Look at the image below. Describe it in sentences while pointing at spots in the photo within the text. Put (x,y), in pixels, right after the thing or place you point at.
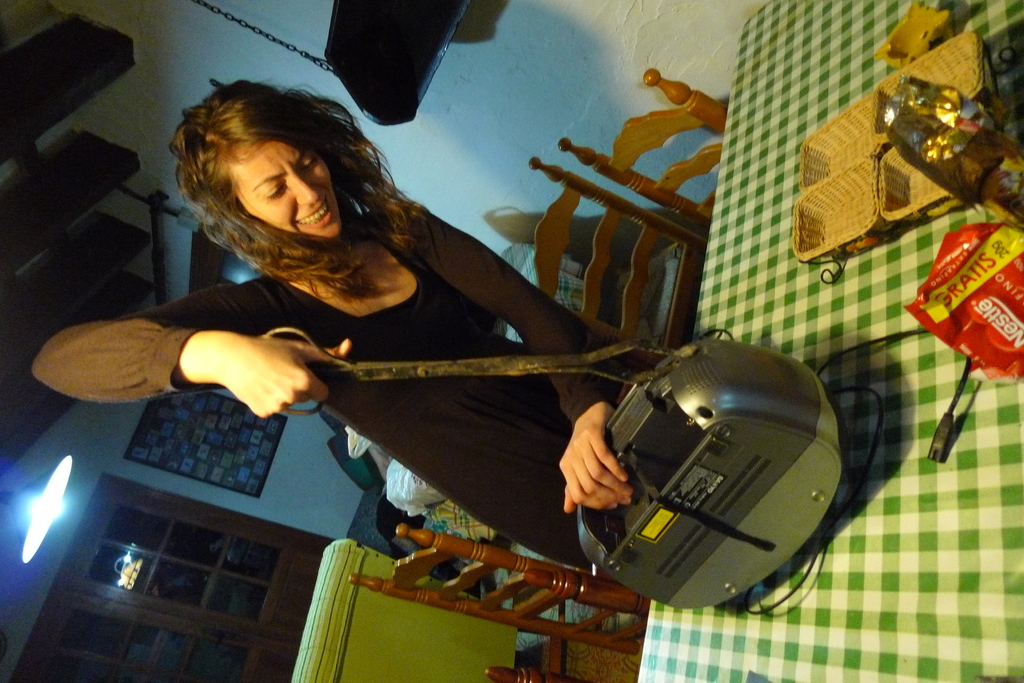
Here we can see a woman (558,342) holding a tool (567,358) with her hand (278,388). This is table (911,534). On the table (902,609) there is a cloth (904,650), bowls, device (786,519), and packets (959,329). There are chairs (554,655) and this is floor (570,657). In the background (269,639) we can see a door (116,667), light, frame (263,481), and a wall (432,142).
